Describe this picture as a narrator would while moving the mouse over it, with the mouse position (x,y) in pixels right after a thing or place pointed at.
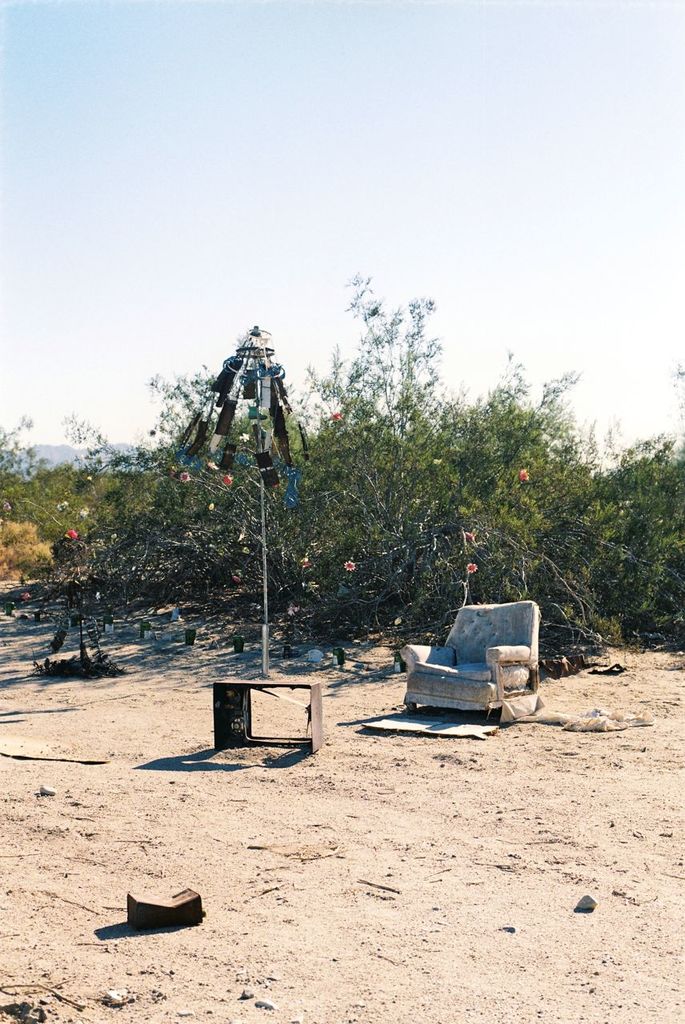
In this image I can see a chair (526,684) and some objects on the ground (280,755). In the background (385,430) I can see plants (411,449) and the sky (400,251).
